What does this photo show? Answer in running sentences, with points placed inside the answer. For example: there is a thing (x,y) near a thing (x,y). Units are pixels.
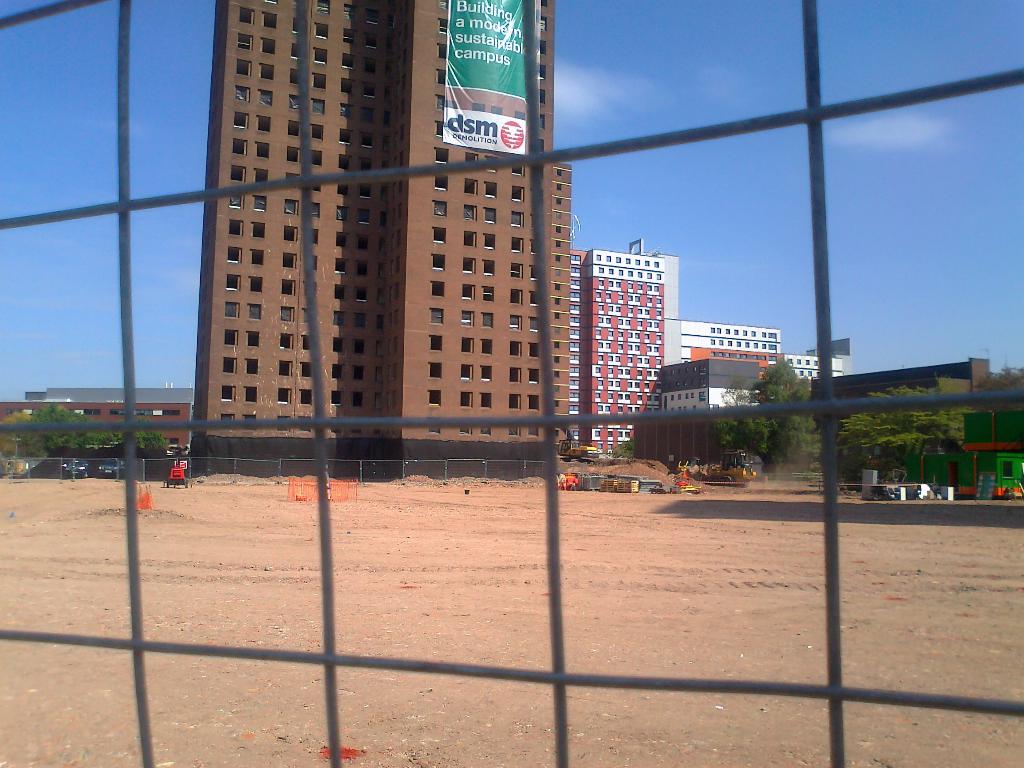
In the center of the image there is a fence (70,9). Through fence (549,378), we can see the sky (58,84), clouds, buildings (601,315), one banner (494,18), trees (86,433), vehicles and few other objects (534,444).
